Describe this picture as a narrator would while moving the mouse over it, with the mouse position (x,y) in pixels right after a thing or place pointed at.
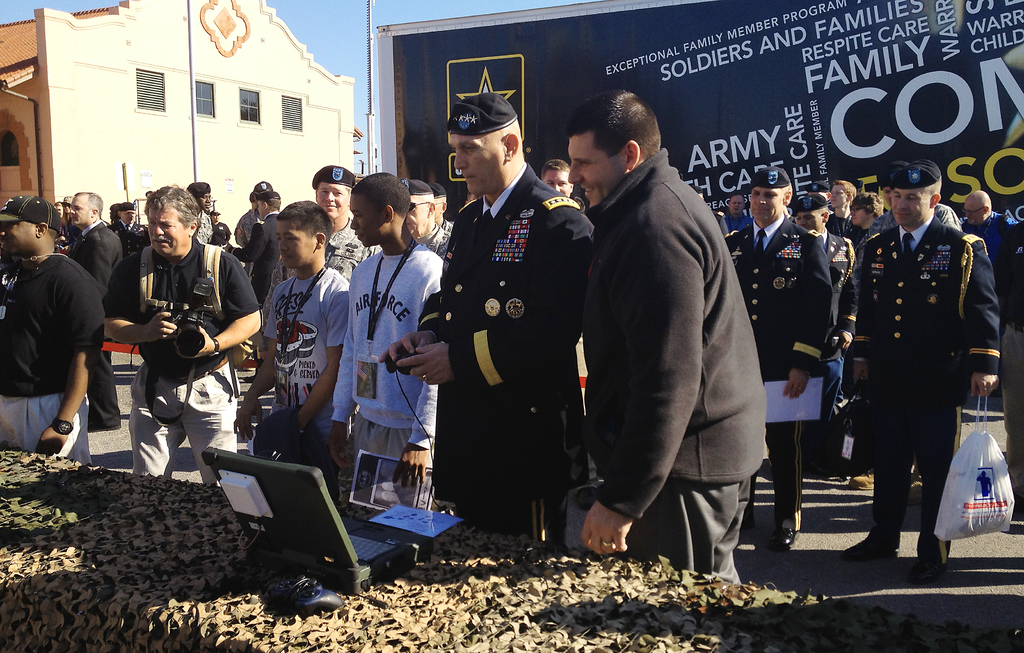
In this image, we can see a crowd (619,312) standing and wearing clothes (715,298). There is a laptop (319,541) on the table (510,565) which is at the bottom of the image (514,592). There is a building (207,68) in the top left of the image (232,74). There is a banner (742,92) at the top of the image (734,187). There is a person (938,362) on the right side of the image (881,275) holding a plastic bag (978,466) with his hand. There is an another person (168,286) on the left side of the image (172,274) holding a camera (185,346) with his hands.
